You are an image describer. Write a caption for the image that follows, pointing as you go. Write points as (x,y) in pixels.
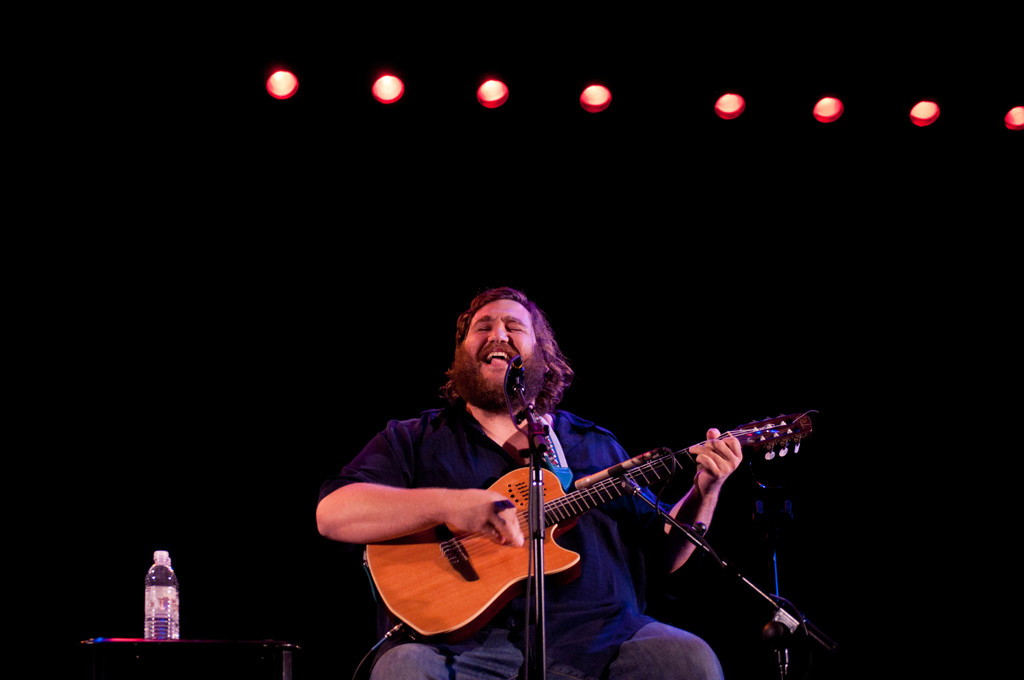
In the image we can see there is a person (576,528) who is sitting and holding guitar (432,564) in his hand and there is mic (515,392) with a stand (533,422) and on table (149,646) there is a water bottle (151,598).
